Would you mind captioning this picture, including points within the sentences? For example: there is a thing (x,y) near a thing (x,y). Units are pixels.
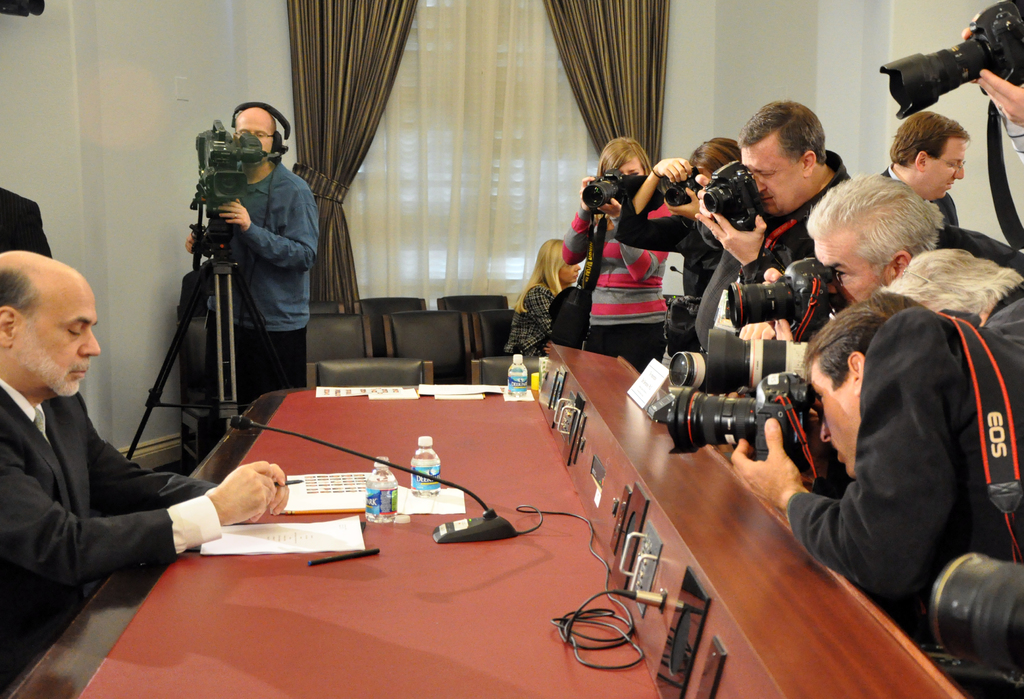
In this image we can see a man (72,496) is sitting. He is wearing black color suit (50,516) with white shirt (185,518). In front of him, a wooden table (458,604) is there. On table (431,622), we can see bottles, papers (342,483), pen (312,564) and wire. We can see men (863,257) and women (641,220) are standing by holding camera (729,208) in their hands (771,453) on the right side of the image (918,375). We can see black color chairs (476,325), curtain (473,86), white wall (726,36) and one man (296,331) in the background (267,190). The man (267,190) is wearing blue color shirt (254,290) with black pant (259,373) and in front of the man (260,276), tripod stand (221,261) and camera (221,196) is there.
